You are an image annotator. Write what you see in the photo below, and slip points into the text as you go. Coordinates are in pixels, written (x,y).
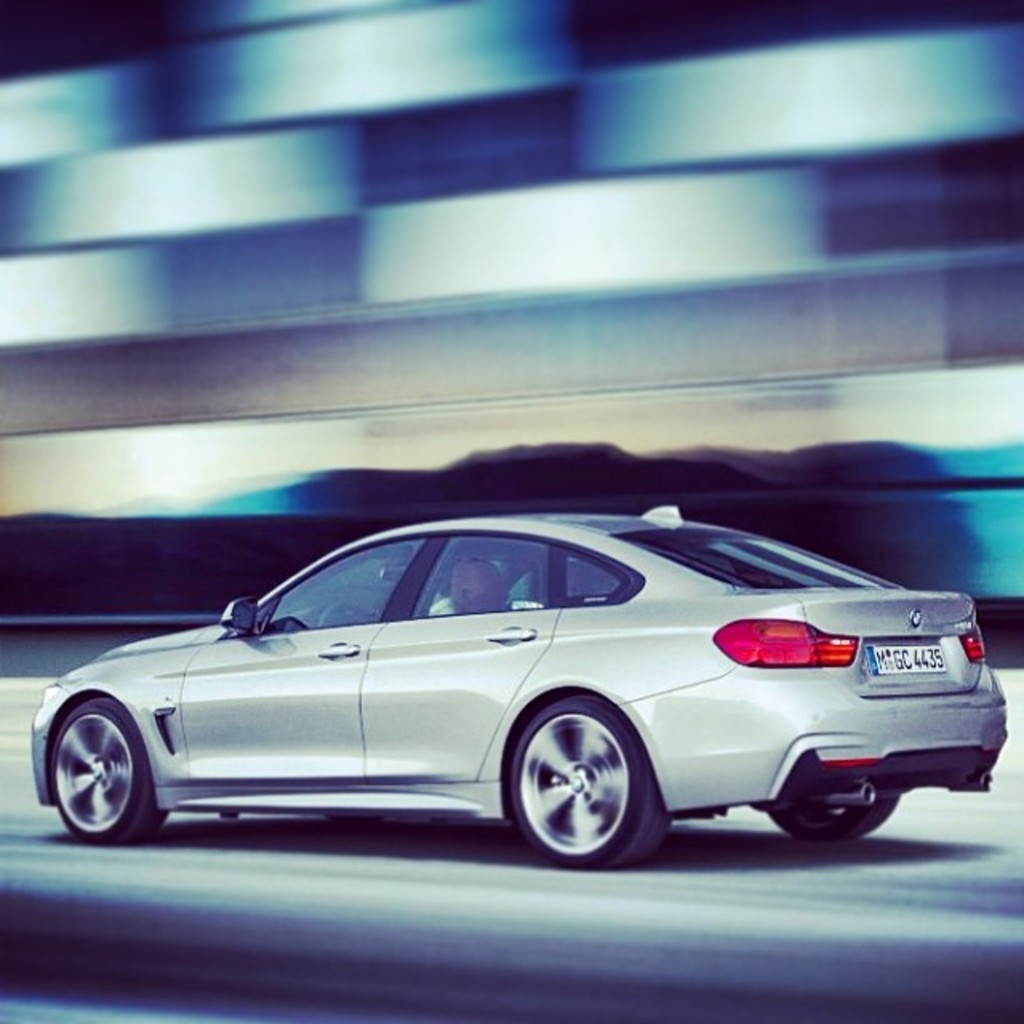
At the bottom of this image (195,746), there is a gray color vehicle (506,570) on the road (722,822). And the background (939,221) is blurred.
